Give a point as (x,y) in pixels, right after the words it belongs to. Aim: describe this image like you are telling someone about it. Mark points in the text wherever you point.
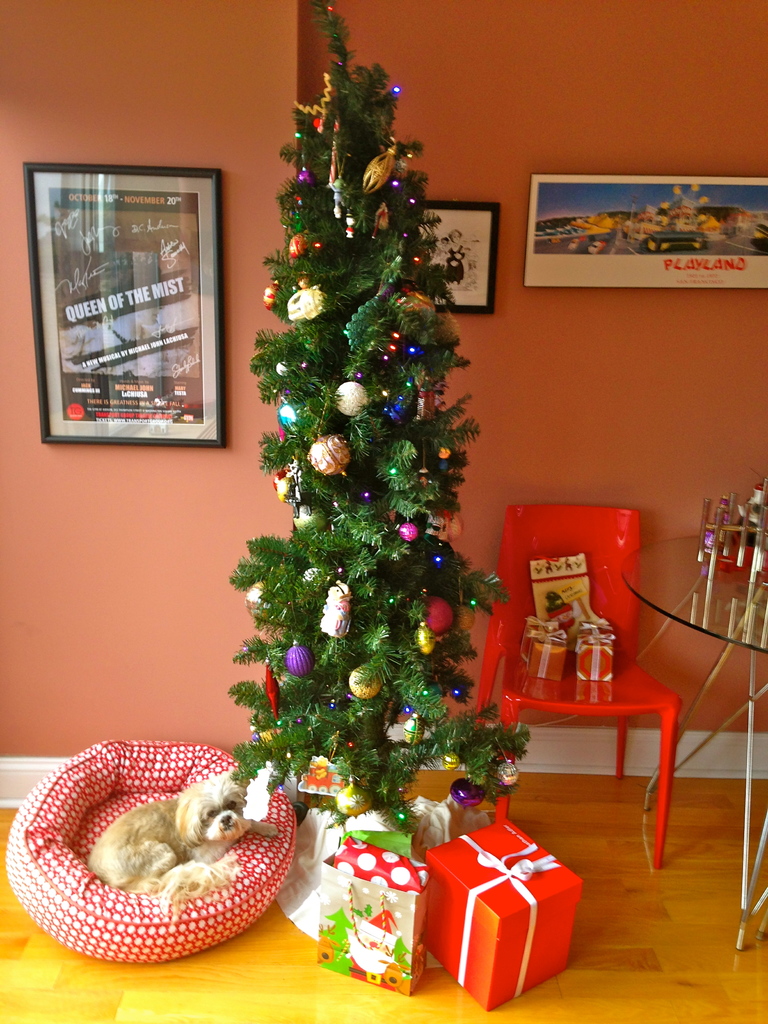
Its Christmas tree (465,728) in the middle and dog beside frame (130,416) on the wall (59,471).
